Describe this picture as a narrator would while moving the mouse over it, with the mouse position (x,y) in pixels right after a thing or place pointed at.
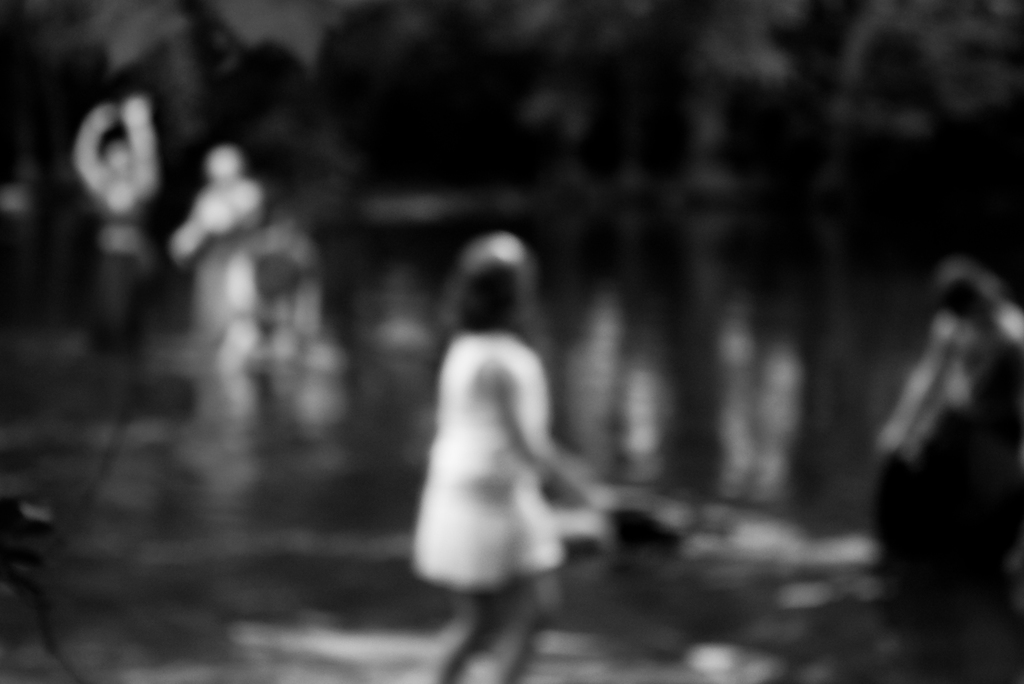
This is a blur picture, at the middle (470,455) there is a girl (484,534) standing and at the left side (134,274) there are some people (126,279) standing, there is water (666,312) at the right side (689,316).
